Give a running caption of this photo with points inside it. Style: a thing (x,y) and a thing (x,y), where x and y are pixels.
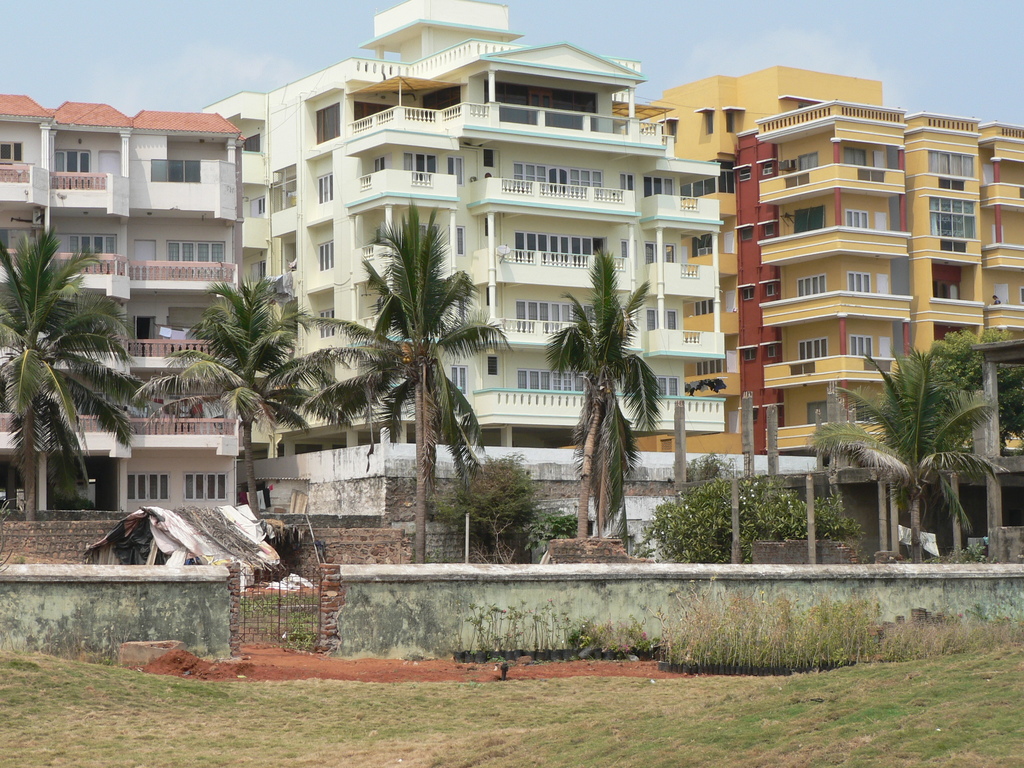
In this image I can see the hut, few trees (62,315) in green color. In the background (343,151) I can see few buildings (281,253) and the sky (184,58) is in white and blue color.
